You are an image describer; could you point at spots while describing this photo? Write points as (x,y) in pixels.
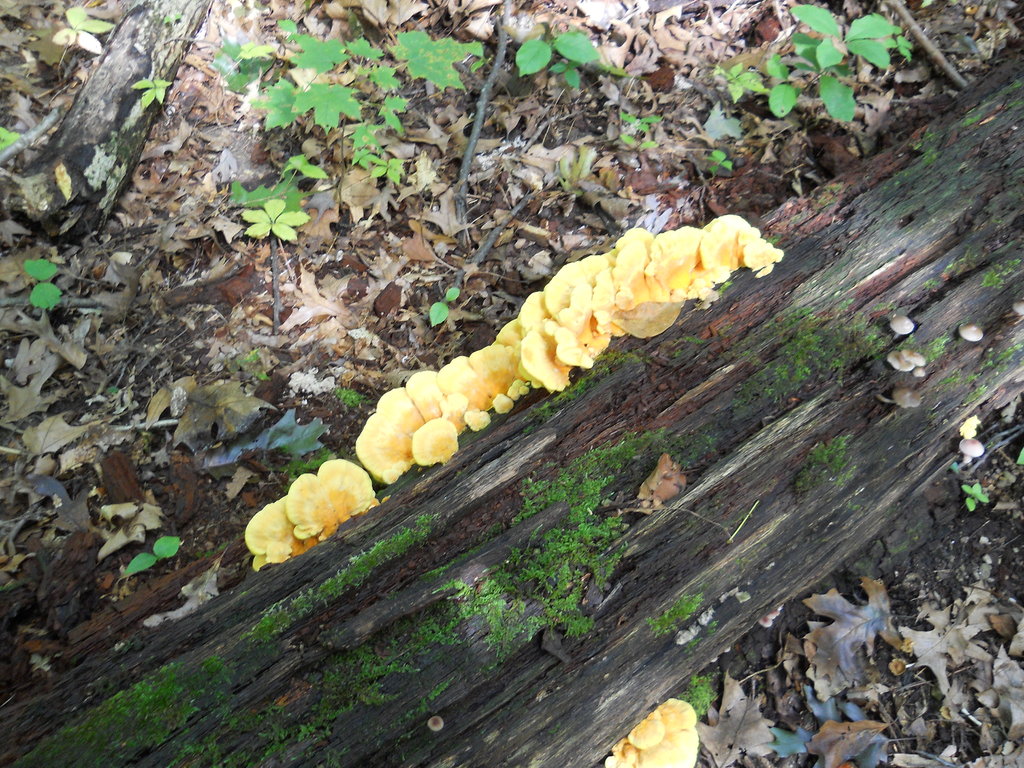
In this picture we can see some plants (564,84) here, there is wood (673,552) here, we can see some leaves (285,305) at the bottom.
